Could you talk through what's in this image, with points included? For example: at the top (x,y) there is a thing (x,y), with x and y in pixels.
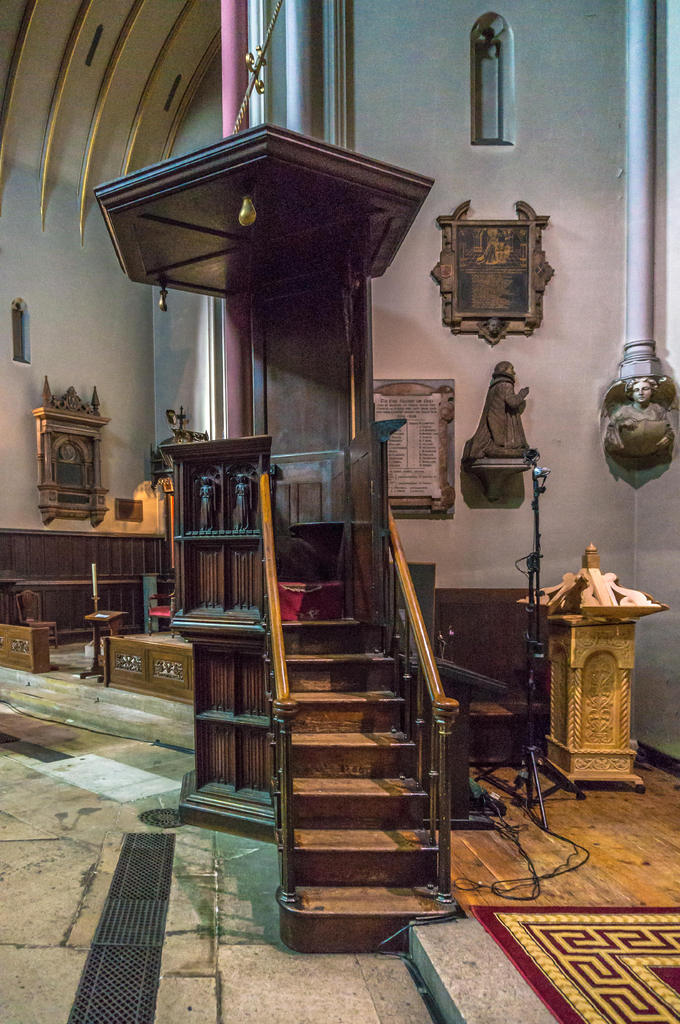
In this image we can see steps (312,690) with railings (270,593). On the floor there is carpet (608,955). There is a mic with mic stand (531,680). There is a stand (608,680) with some items (600,590) on that. There is a wall (438,323). On the wall (104,455) there are photo frames (80,448). And there is a board (403,409) with something written on that. And there is a statue (489,428) on a stand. And there are pillars (635,312). In the back (28,605) there is a chair (37,603). Also there are steps (100,685). And there is stand (105,618). And there is a candle (94,579) on the stand (96,628).
